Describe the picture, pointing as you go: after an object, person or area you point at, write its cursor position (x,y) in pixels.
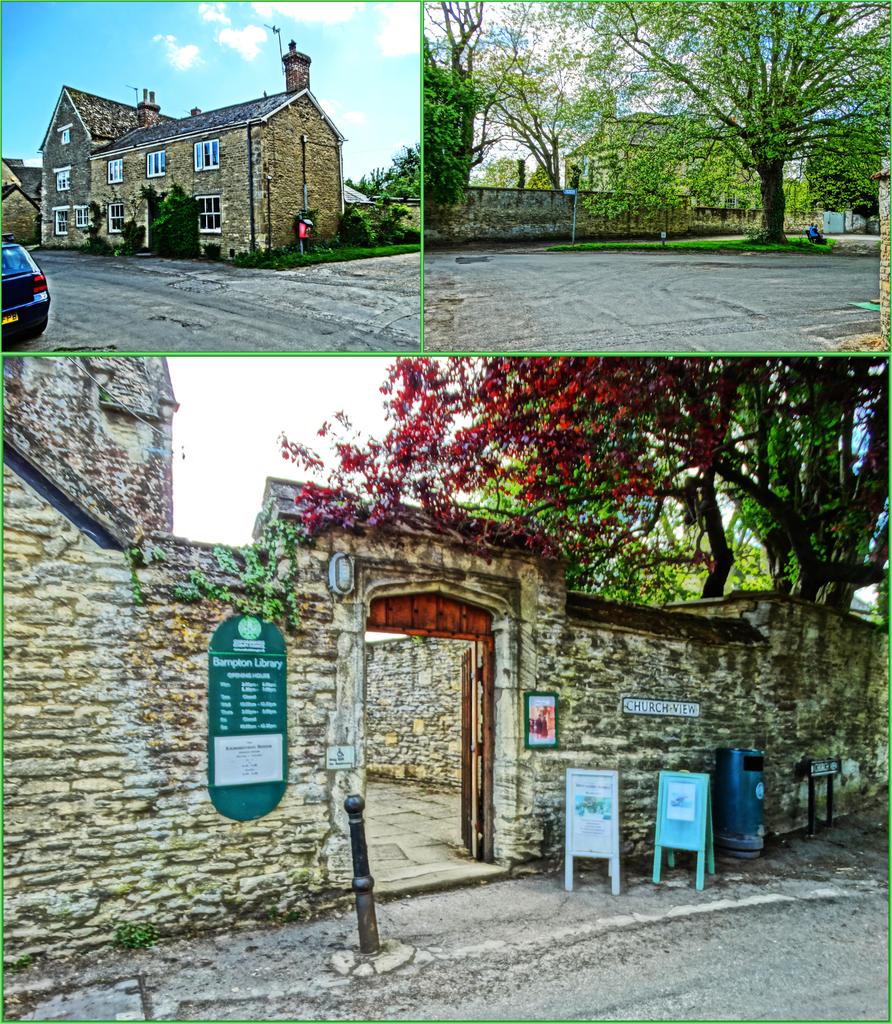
This picture is the collage of 3 images. On the top left of the image (218,196), there is a car (29,258) and there are buildings (208,209) and there are trees (385,196) and the sky (313,15) is cloudy and on the top right of the image (712,169) there are trees (617,136) and the sky (534,30) is cloudy and there is a wall (640,215) and at the bottom of the image (131,758) there is a wall (419,582) and in front of the wall (558,800) there are boards (597,808) with some text (594,826) written on it and there is a bin (750,804) and there is a pole (364,858) and on the wall (335,854) there are boards (245,717) with some text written on it. There is a door (466,721) and on the right side (654,466) there are trees (706,460).
